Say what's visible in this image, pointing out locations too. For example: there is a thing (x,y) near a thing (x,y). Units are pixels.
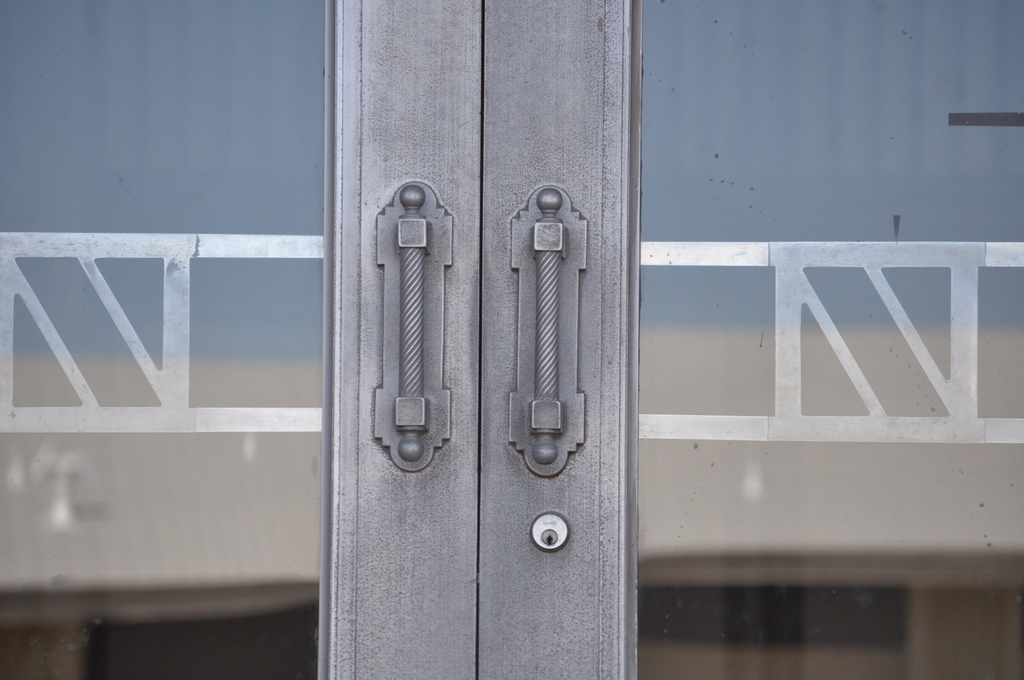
In the foreground of the picture (235,241) there is a door (449,250). On the other side of the door (342,628), it is a wall (218,518).
